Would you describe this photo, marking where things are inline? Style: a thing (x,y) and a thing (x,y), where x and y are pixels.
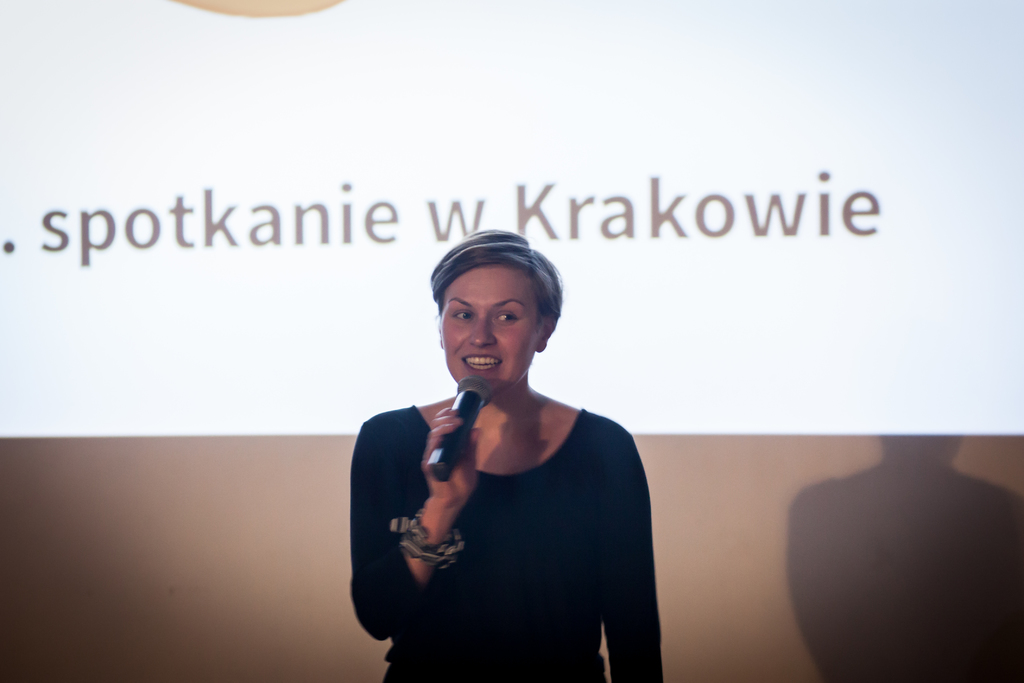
As we can see in the picture that a woman (527,503) is standing and speaking something. She is holding a microphone (459,428). Back of her there is a projected screen (324,147).
